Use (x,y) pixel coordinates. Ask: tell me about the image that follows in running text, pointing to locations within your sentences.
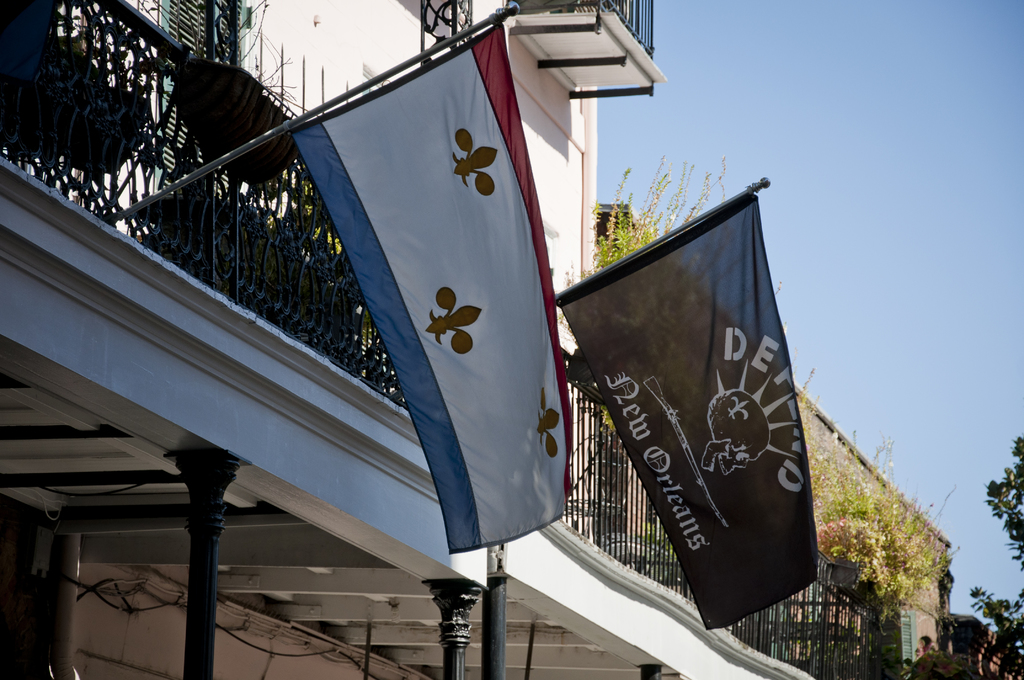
In the foreground of this image (506,380), there are two flags (459,305) to a building (155,288), railing (244,247), few flower pots (238,108), pillars (457,623), plants (887,533) and on the top right (921,143), there is the sky (905,163).
